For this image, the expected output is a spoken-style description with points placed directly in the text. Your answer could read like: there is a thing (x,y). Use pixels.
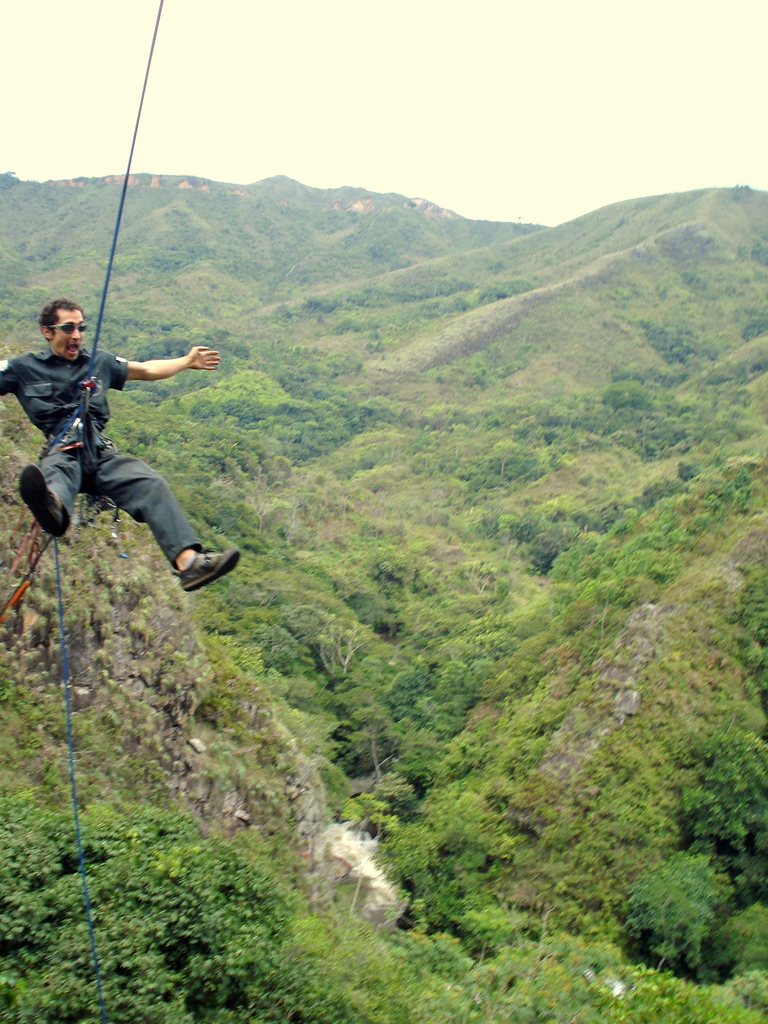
In this picture, we see a man (51,473) abseiling or paragliding. At the bottom (336,941), we see the trees (350,944). There are trees (264,361) and the hills (323,374) in the background (399,284). At the top (345,128), we see the sky (345,68).
